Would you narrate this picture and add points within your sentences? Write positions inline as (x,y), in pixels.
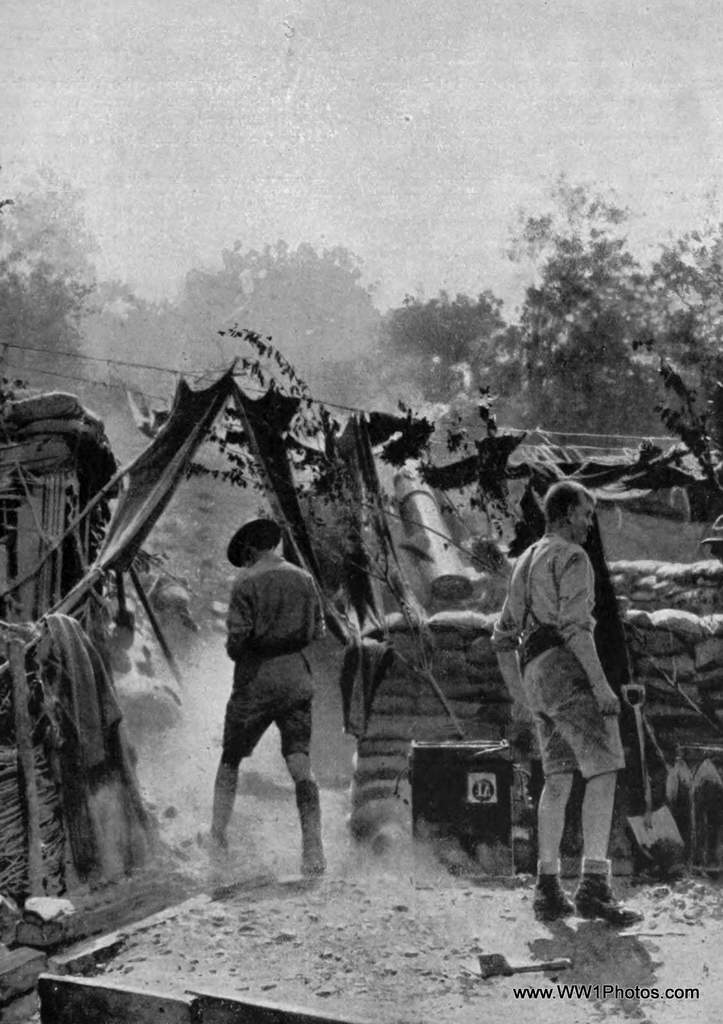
This is a black and white image. In this image we can see men (560,718) standing on the ground (408,888), shovel (645,794), sacks (460,667) arranged in rows, cloth (432,486) hanged to the rope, trees (198,361) and sky (515,97).
